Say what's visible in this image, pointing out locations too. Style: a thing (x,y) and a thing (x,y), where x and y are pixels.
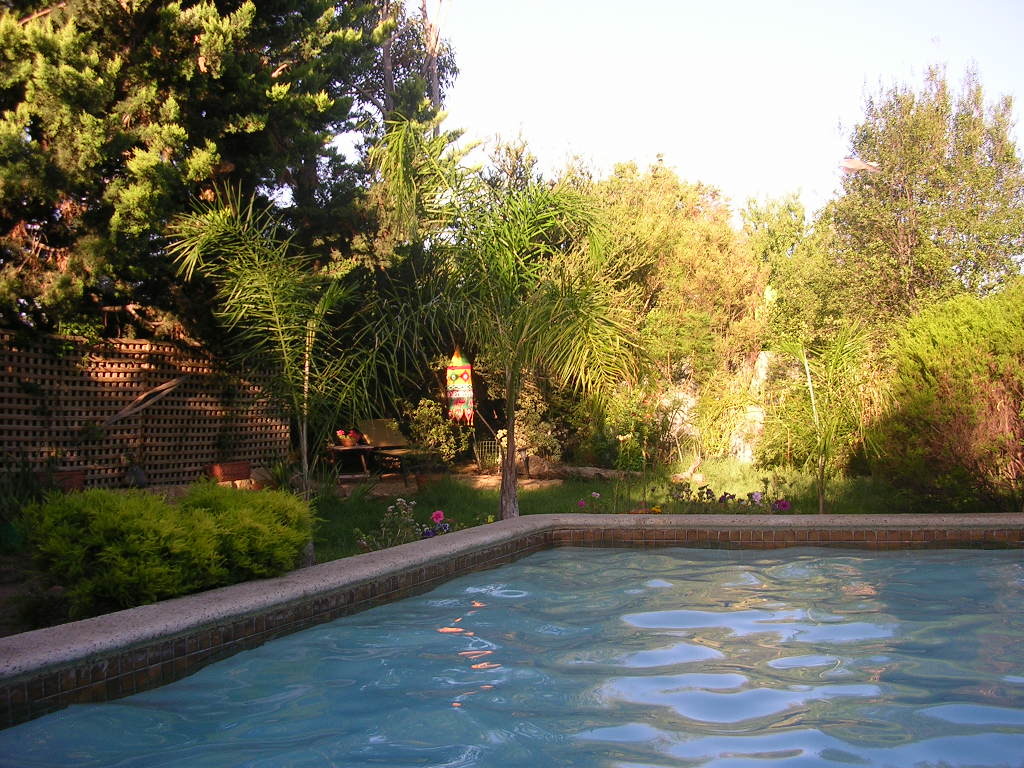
In this picture we can see the water (755,609) in the pond (358,589). There are plants (395,535), flowers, wooden objects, other objects (238,488) and the sky (644,57).
